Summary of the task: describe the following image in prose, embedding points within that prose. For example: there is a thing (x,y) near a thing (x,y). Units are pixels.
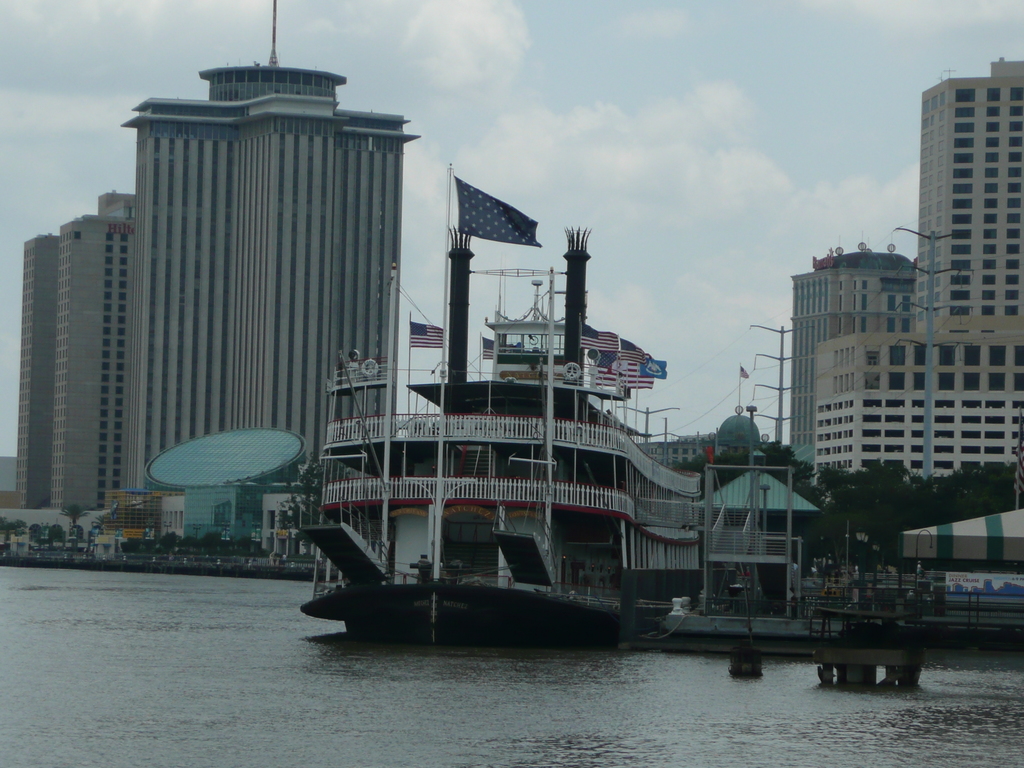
In the middle of the image (526,451) we can see a ship (468,492) on the water (439,658) and we can see flags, in the background (872,287) we can find few buildings (853,426), poles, trees (805,479) and clouds (702,375).
